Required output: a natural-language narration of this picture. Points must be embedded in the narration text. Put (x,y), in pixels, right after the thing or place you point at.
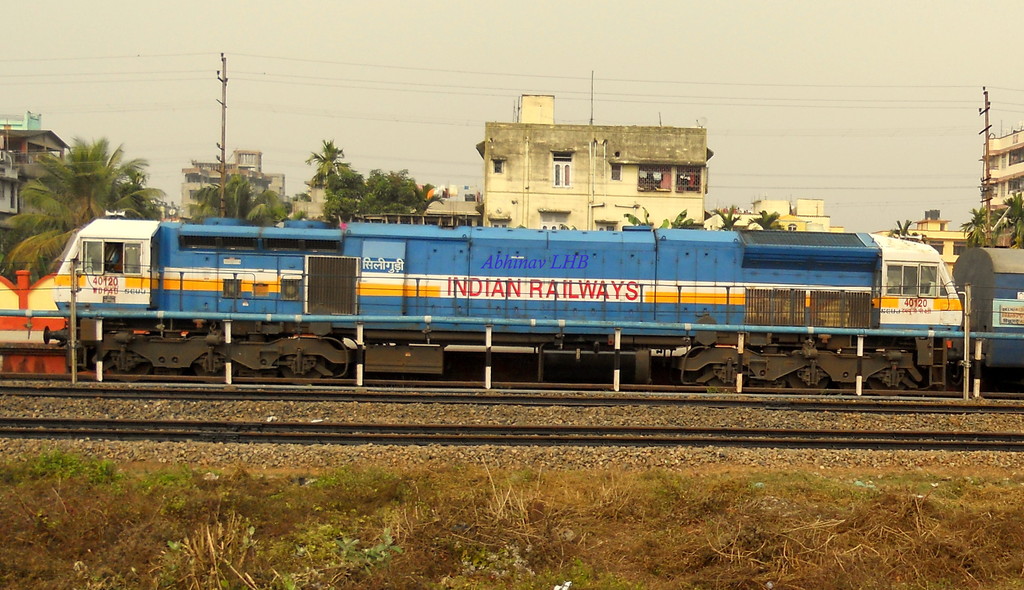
In this image, in the middle (530,272), we can see a train (493,268) moving on the railway track (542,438). In the background (36,244), we can see a wall (34,284), trees (356,201), buildings (594,216), glass window (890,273), houses (630,206), electric pole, electric wires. At the top (762,107), we can see a sky (771,69), at the bottom (449,406), we can see some stones (449,450) on the railway track (460,400) and a grass (706,525).
